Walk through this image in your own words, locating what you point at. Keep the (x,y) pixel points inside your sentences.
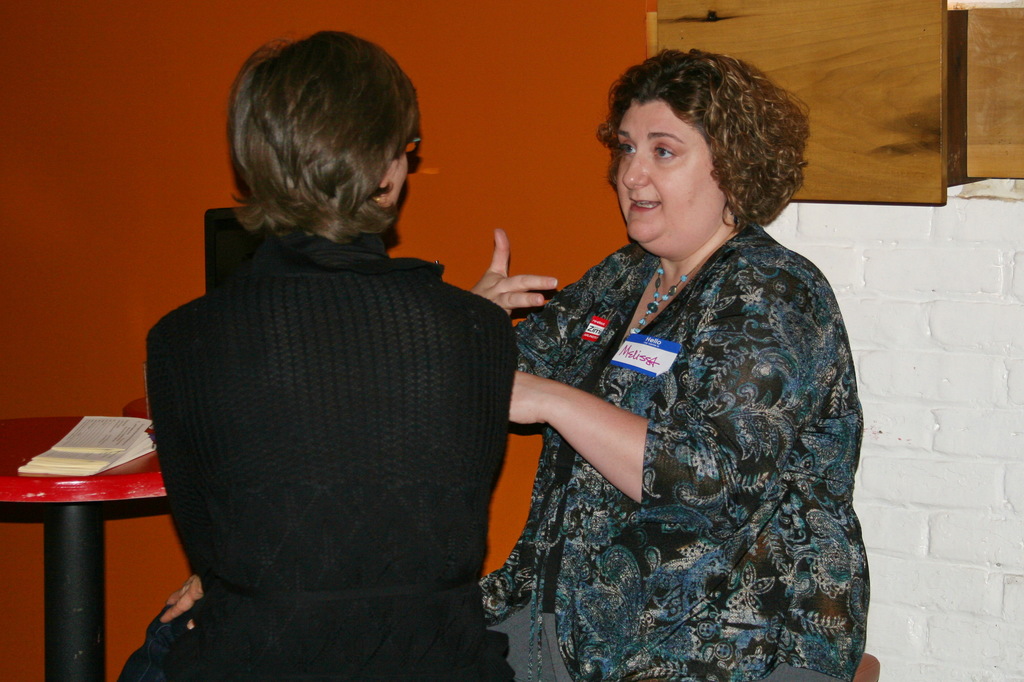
In this image there are two women (497,403) who are talking with each other. On the left side (117,475) there is a red table (96,476) on which there is a book (80,459). On the right side (927,288) there is a wall (968,310). Above the wall (913,280) there is a wooden plank (913,69). In the background (491,83) there is a wall (527,102).
